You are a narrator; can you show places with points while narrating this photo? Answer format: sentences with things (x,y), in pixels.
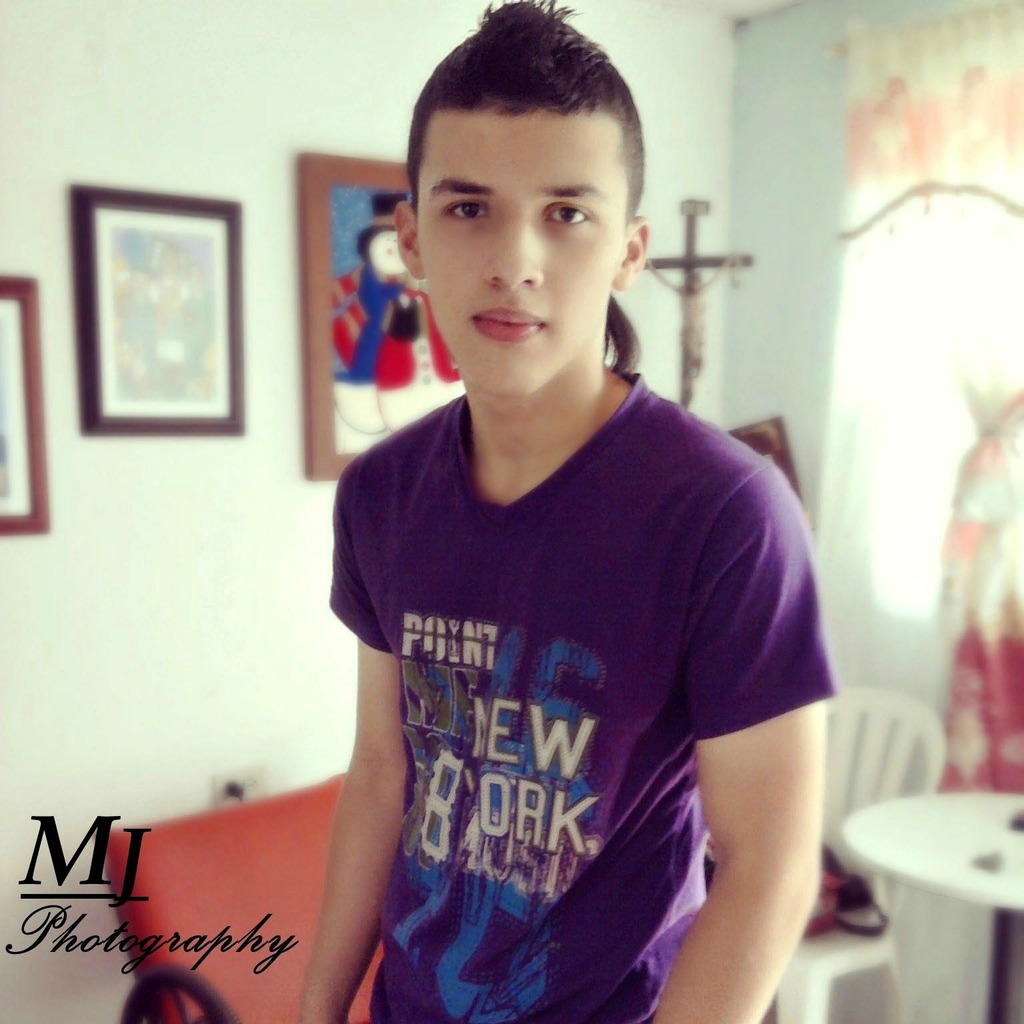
Here we can see a person (445,568). There is a table (1008,802) and a chair (914,789). In the background (225,726) we can see frames (96,229) and a wall (276,569).
